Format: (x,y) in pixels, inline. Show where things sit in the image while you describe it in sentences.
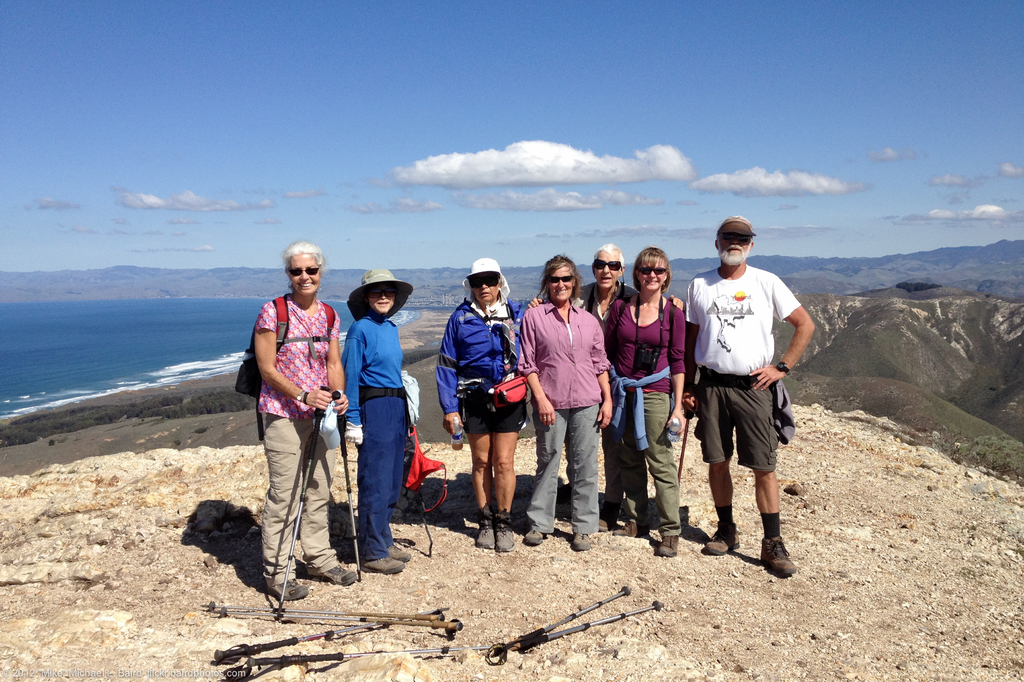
Front these people (584,497) are standing and wore goggles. This person (311,323) wore a bag (301,338) and holding a stand (344,422). Background (776,322) we can see water (207,349), hills (804,280) and sky (522,132). These are clouds (528,162).
